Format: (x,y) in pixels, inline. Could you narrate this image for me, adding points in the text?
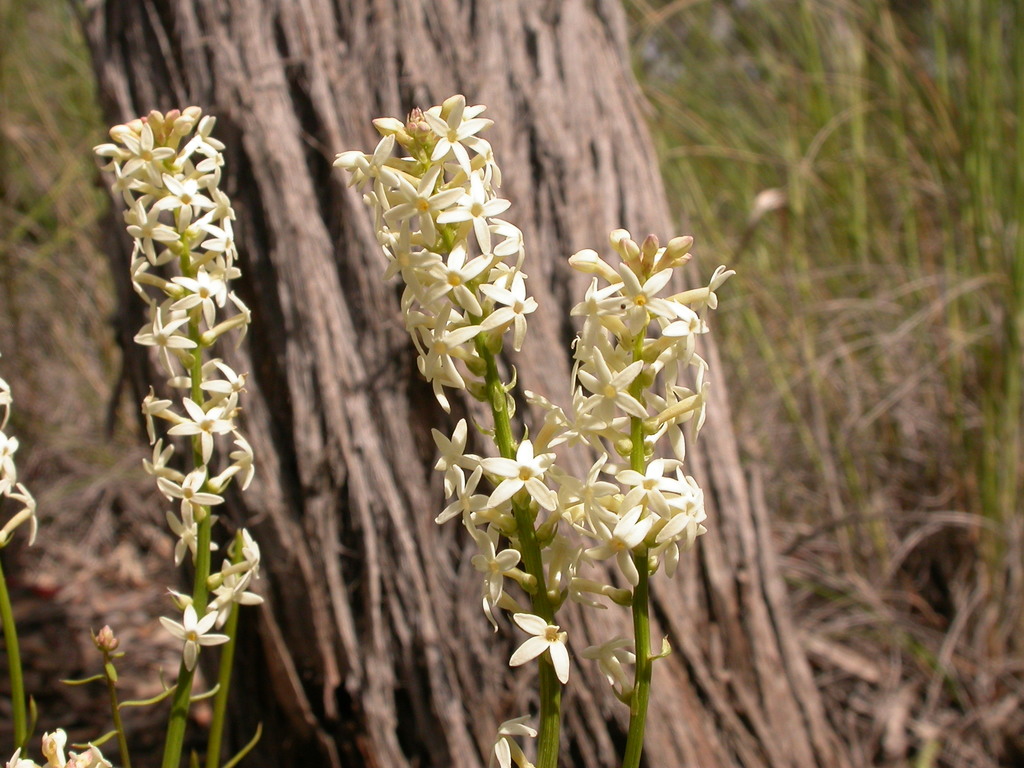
In this image I can see flowering plants (464,329), grass (829,351) and a tree trunk (557,346). This image is taken may be during a day.
